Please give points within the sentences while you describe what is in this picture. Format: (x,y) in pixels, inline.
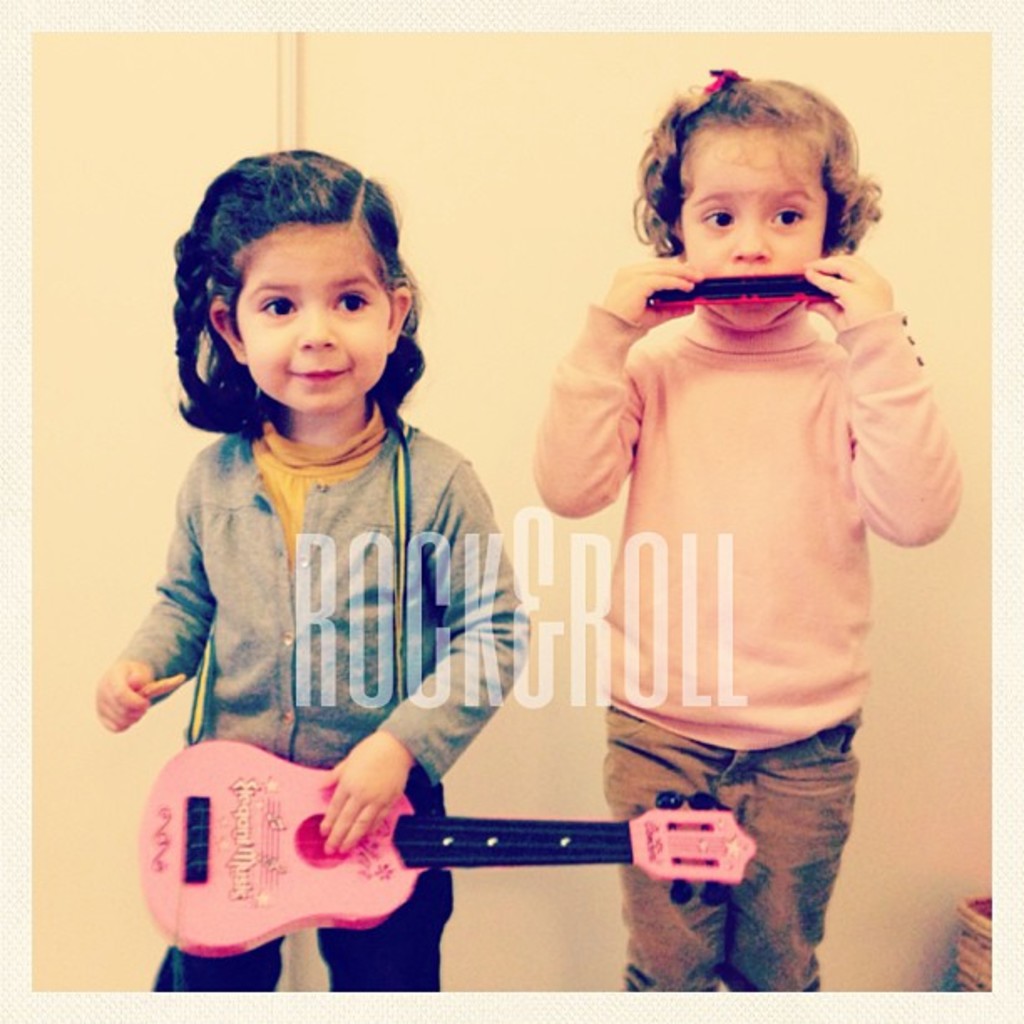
In this picture there are two girls (221,649), the girl (225,983) who is standing at the left side of the image (244,979) is holding a biscuit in her hand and a guitar (211,879) in her other hand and the other girl (762,660) who is standing at the right side of the image (784,584) is holding a mouth organ (709,282) in her mouth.
